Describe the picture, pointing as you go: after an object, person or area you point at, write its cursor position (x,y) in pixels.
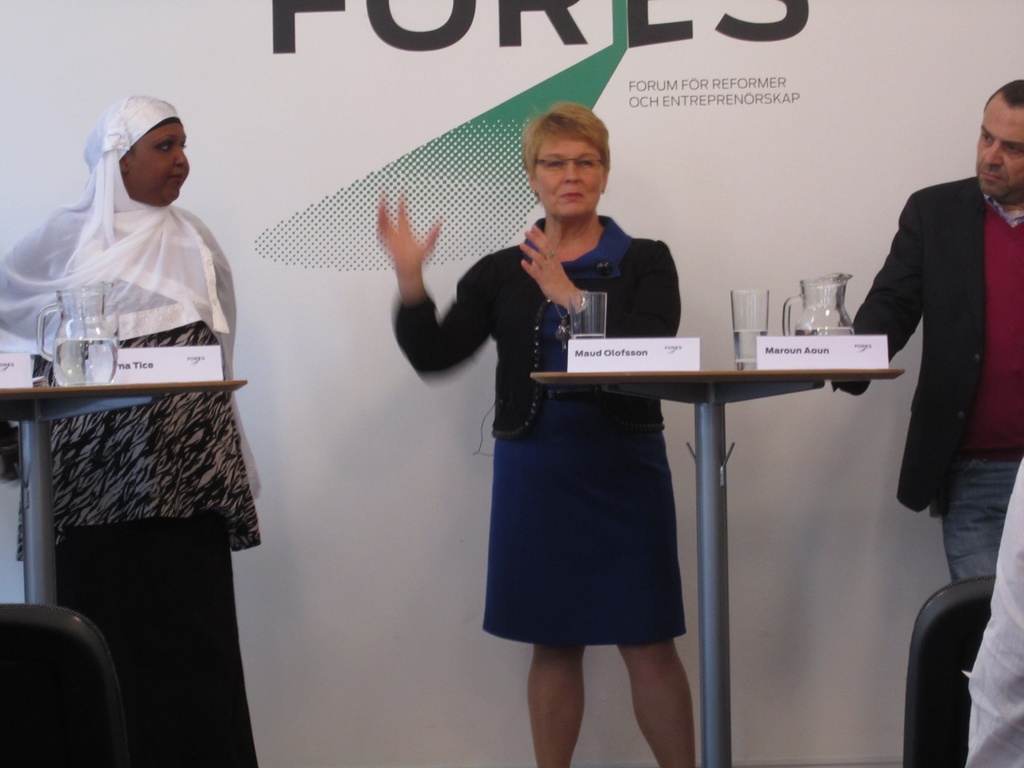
This is a picture of three people (997,158) in it and two among them are women (633,472) and the other is men (954,294). There are wooden desk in front of them which has the jar (828,293) and a glass (737,313) on it.
